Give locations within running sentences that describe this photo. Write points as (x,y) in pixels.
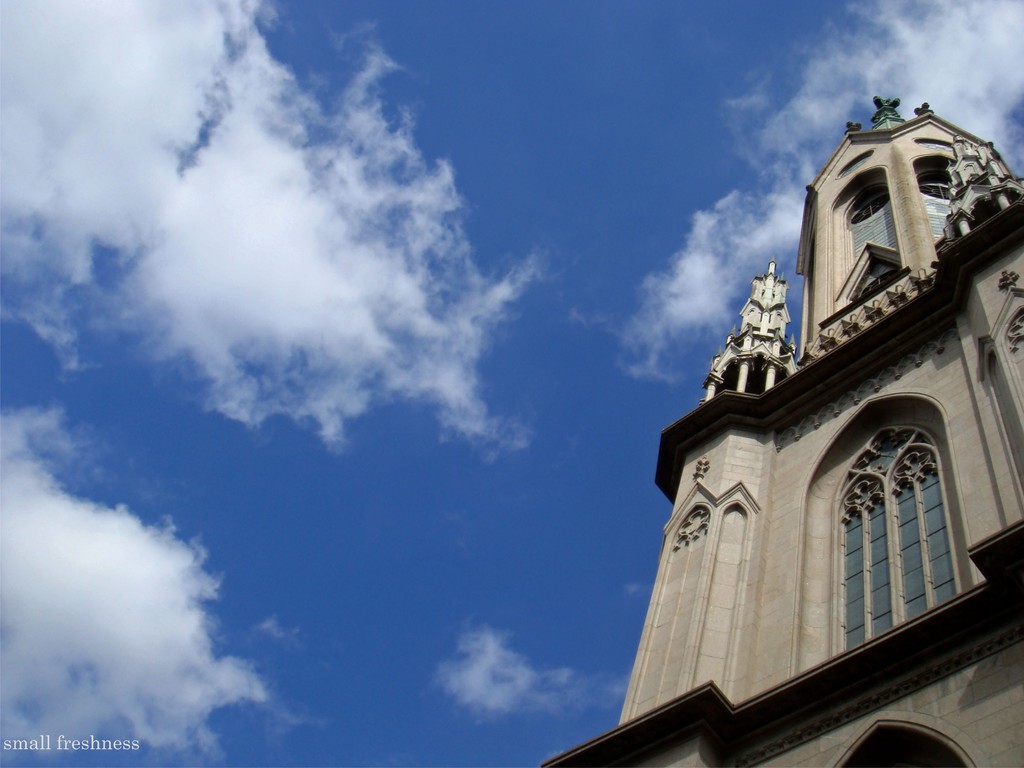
In this image on the right side (984,333) there is one tower (679,464), and in the background (614,301) there is sky (564,359).
